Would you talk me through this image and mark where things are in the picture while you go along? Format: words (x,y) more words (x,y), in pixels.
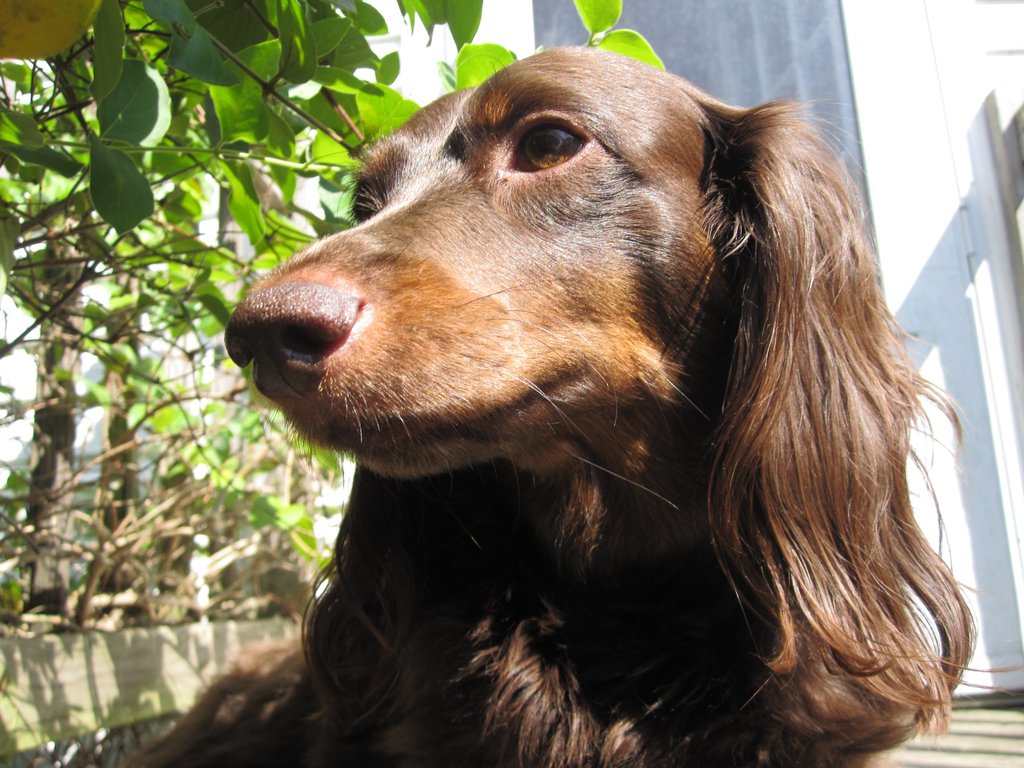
In this image we can see a dog (424,304). In the background (634,52) there are plants (234,208), building (946,195) and sky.
